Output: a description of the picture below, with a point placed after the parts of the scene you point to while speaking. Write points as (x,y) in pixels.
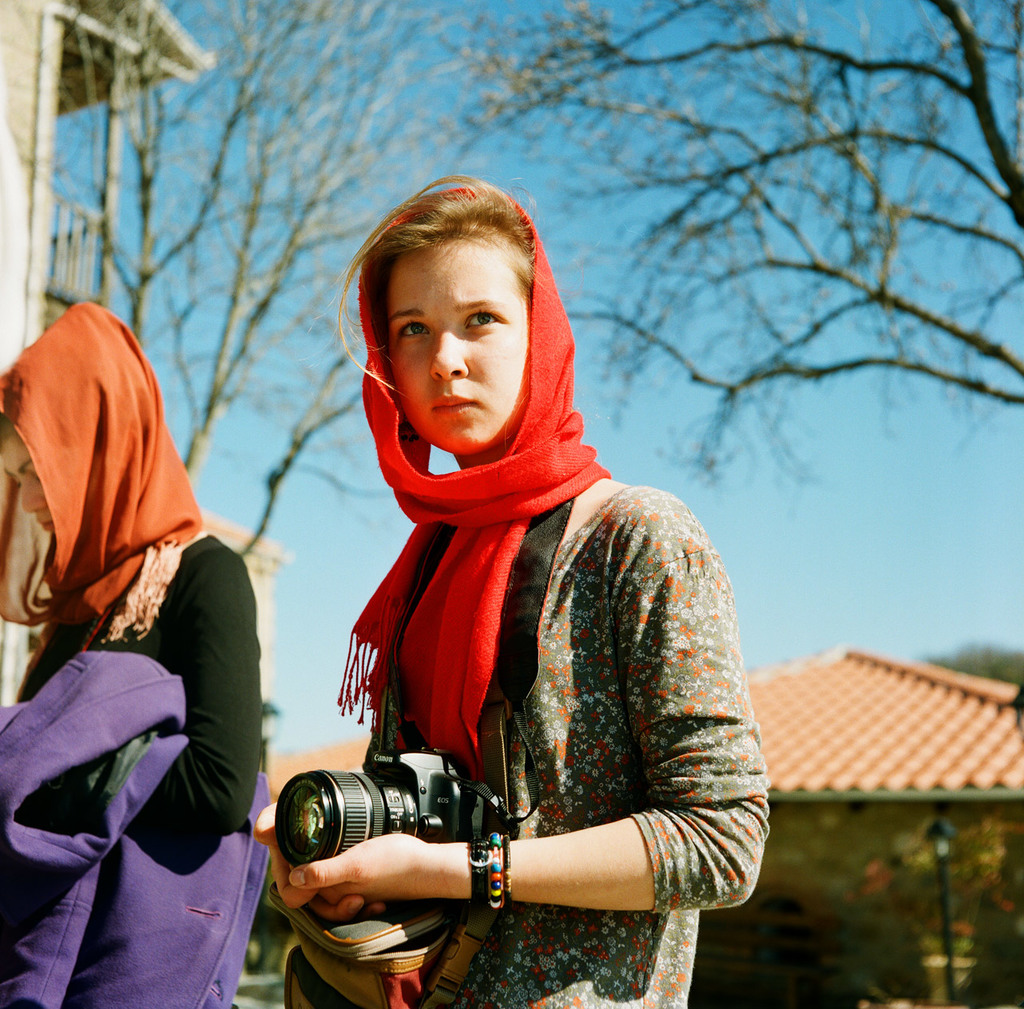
Here we can see a woman (448,309) is standing, and holding a camera (396,825) in her hands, and at beside a woman (121,579) is standing, and here is the tree (188,462), and at above here is the sky (749,432).
